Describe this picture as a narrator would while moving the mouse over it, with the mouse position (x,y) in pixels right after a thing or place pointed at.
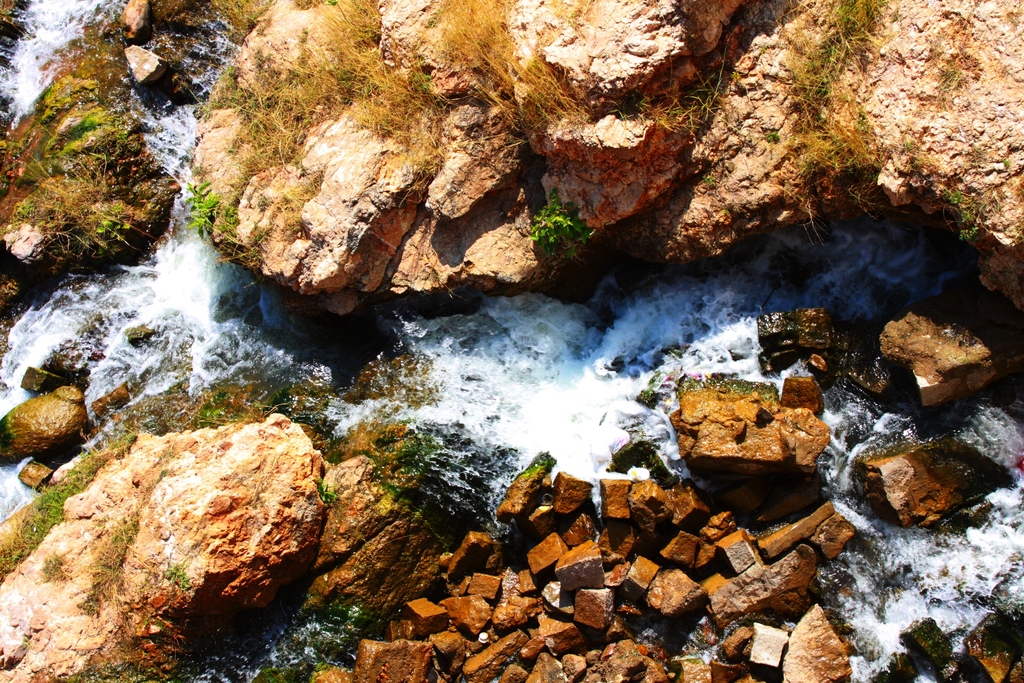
In this image we can see rocks (151,75). There is water (420,339) flowing. Also there are few plants (113,158).
